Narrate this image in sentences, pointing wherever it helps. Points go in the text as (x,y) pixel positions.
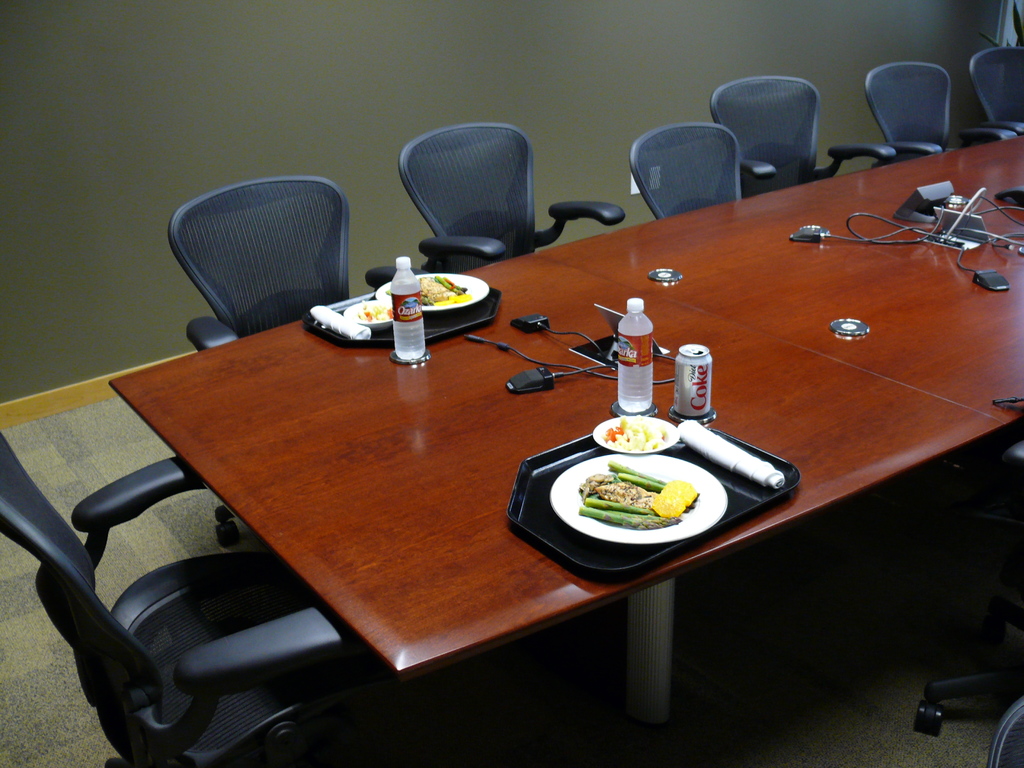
In this image we can see some food items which are in plate (564,506) on table (863,465) and there are some water bottles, coke tins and there are some other items (991,236), there are chairs (55,520) around table (783,222) and in the background of the image (365,126) there is a wall (369,224).
